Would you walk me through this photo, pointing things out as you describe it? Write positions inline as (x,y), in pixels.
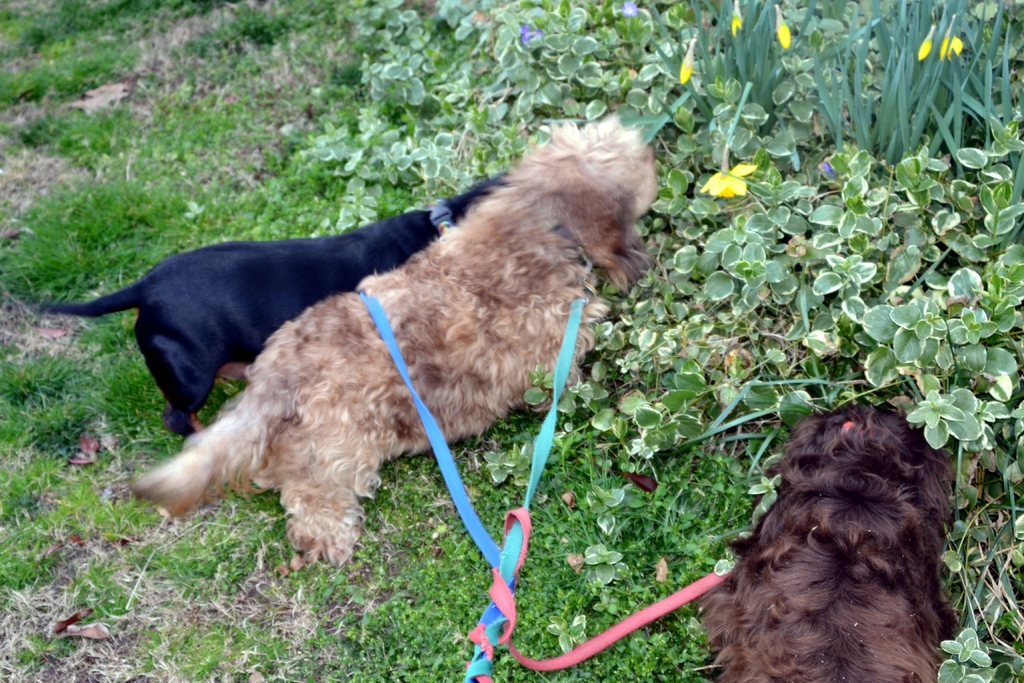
In this image we can see dogs (328,541) standing on the grass (270,527) on the ground (396,558) and they are tied with belts (393,340) and we can see plants (955,133) with flowers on the ground (91,114).
